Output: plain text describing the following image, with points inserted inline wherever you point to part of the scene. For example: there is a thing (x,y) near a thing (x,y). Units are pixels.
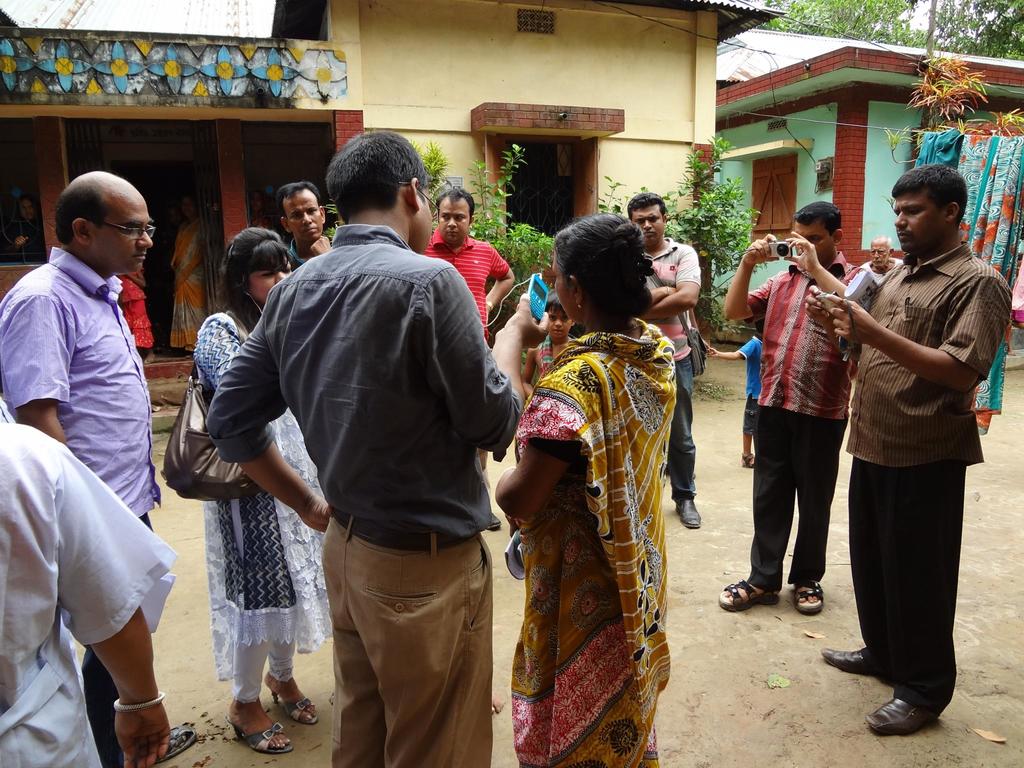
In this image I can see number of people (429,251) are standing. I can see few of them are holding phones (834,294) and one is holding a camera (783,257). In the background (210,192) I can see few buildings (552,141), plants (739,253), trees (954,38), clothes (950,151) and here I can see she is carrying a bag (196,403).
